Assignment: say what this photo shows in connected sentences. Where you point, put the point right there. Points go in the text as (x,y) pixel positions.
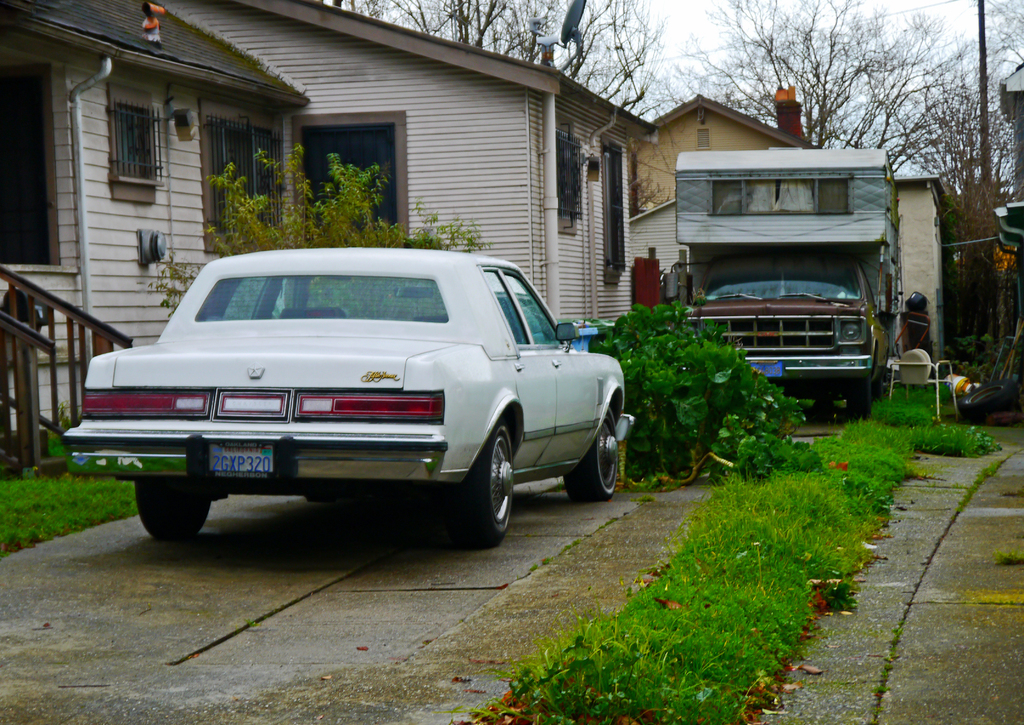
In the image there is a car (187,369) and a truck (811,248) in front of the home (465,151) with garden (111,495) on either side of the vehicles (242,476) and in the back (867,127) there are trees (763,65) and above its sky (680,22).
